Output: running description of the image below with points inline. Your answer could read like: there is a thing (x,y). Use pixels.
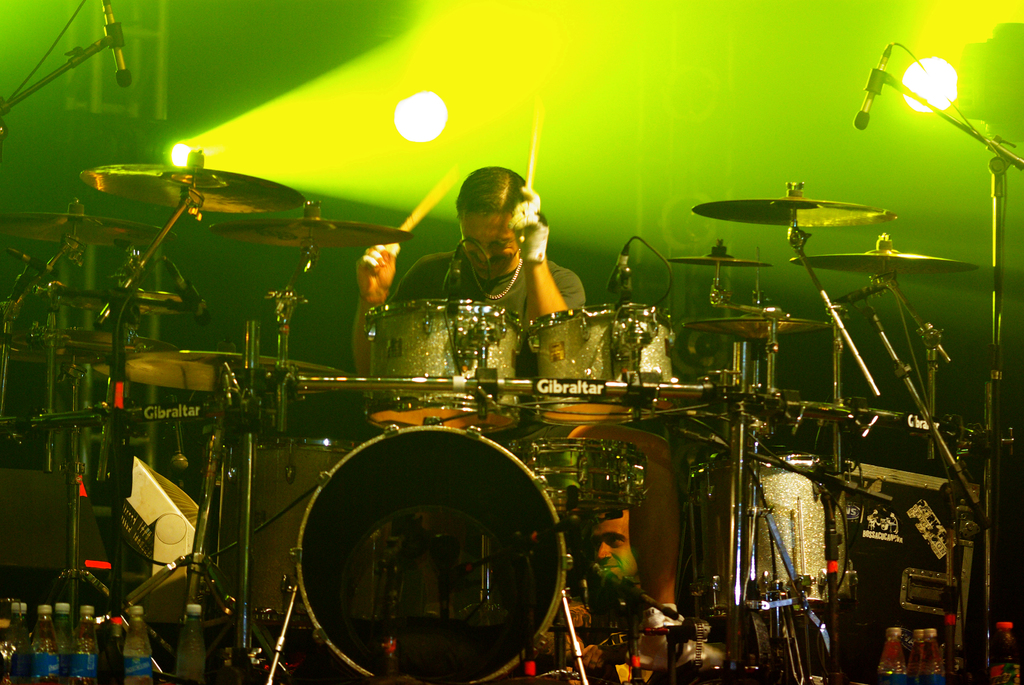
In this picture, there is a man (488,176) playing musical instruments (436,326) with sticks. On either side of the image, there are mics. In the background (497,66), there is a green light (528,90). At the bottom (90,616), there are bottles (74,641).
